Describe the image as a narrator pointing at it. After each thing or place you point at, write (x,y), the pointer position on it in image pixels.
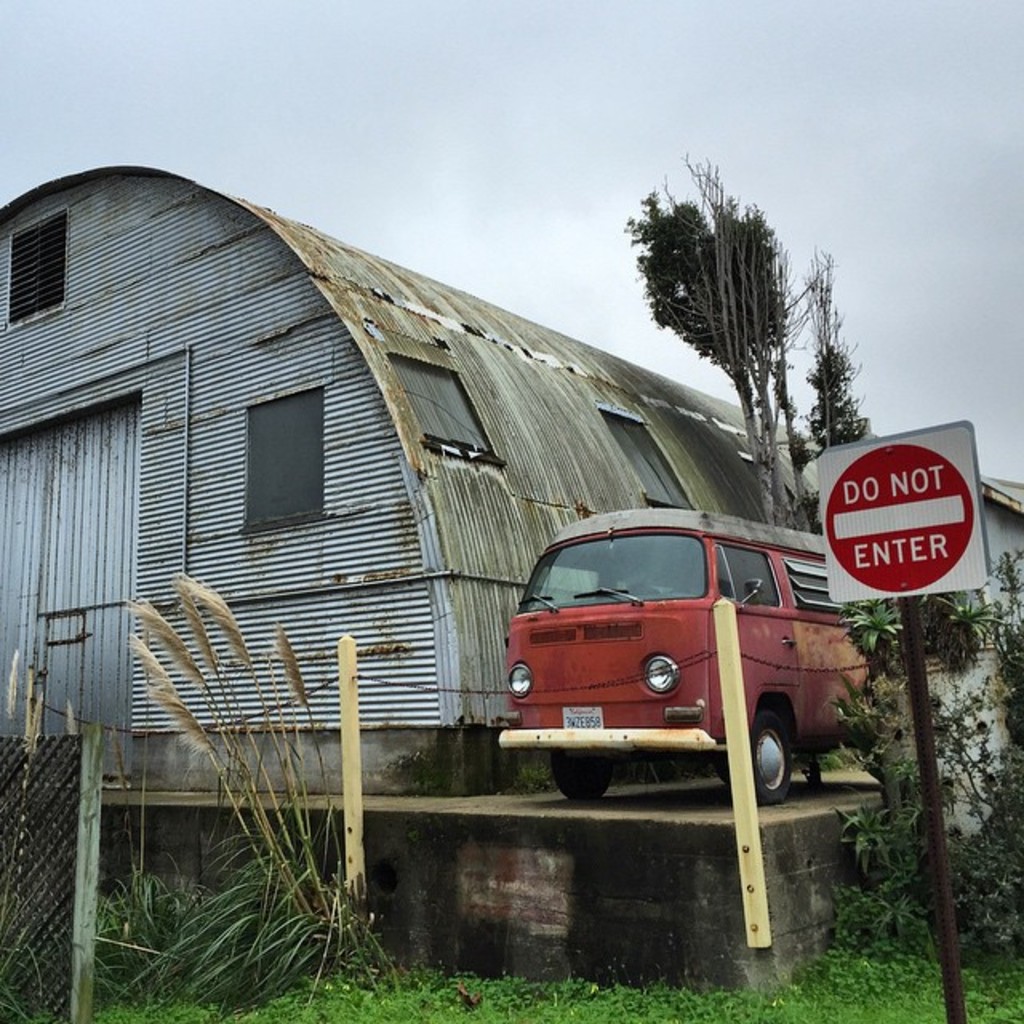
At the top (635,95) there is a sky (944,162). Here we can see a shed (371,483). These are trees (956,646) and a van (746,654) in red color. Here we can see a sign board (928,561). This is a net (55,869) and grass (756,1005).
